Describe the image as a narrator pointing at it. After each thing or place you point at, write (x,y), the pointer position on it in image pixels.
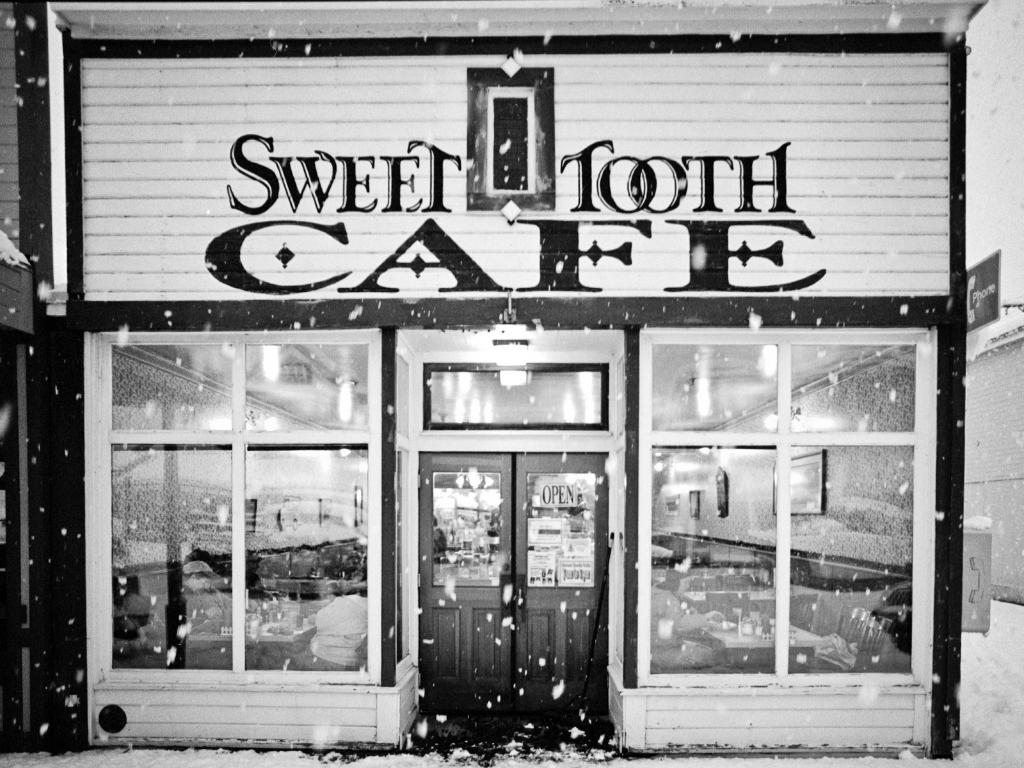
In this image there is a store (660,486). in the center (522,488) there is a door (429,584) and we can see windows (773,554) and there is snow (983,708).
